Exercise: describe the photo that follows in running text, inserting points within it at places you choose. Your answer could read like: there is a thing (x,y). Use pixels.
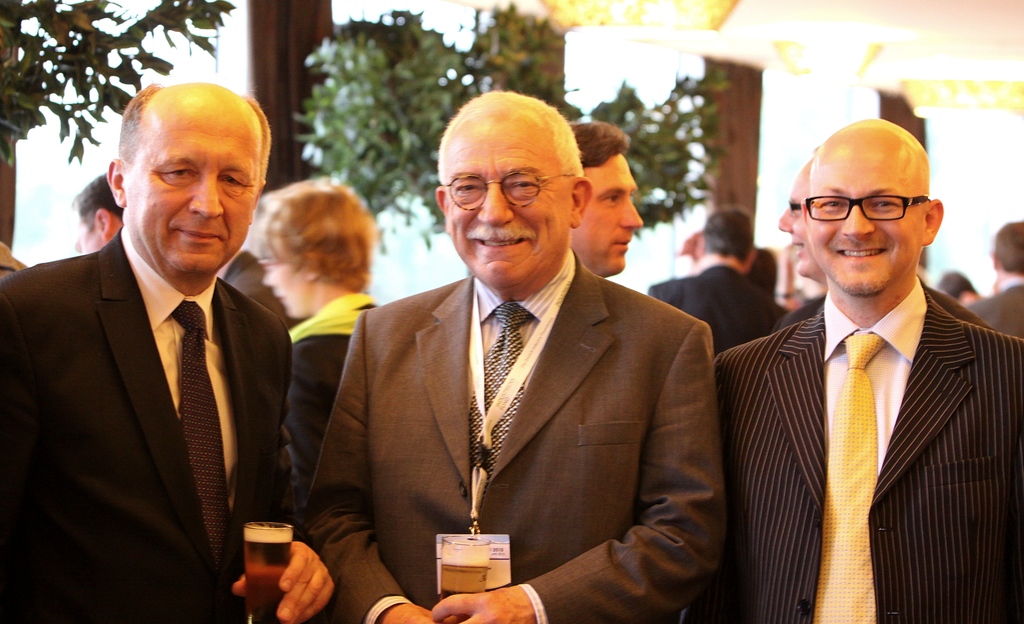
Here we can see three men (317,556) standing and among them two men (235,547) are holding glasses (266,540) of beer (251,566) in their hands (287,577). In the background (103,191) we can see few persons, lights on the roof top (780,27), house plants (32,71) and some other objects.
